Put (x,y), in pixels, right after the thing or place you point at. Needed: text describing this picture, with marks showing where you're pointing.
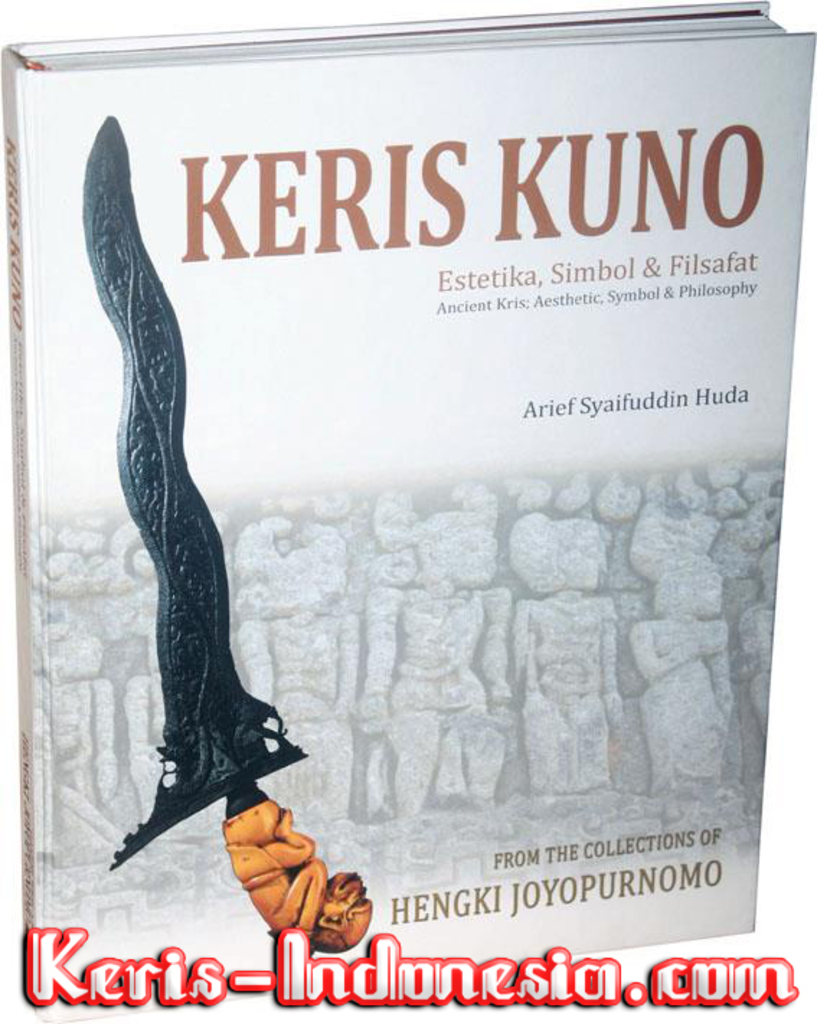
In the given image i can see a book (512,613) and some text (574,198) written on it.
